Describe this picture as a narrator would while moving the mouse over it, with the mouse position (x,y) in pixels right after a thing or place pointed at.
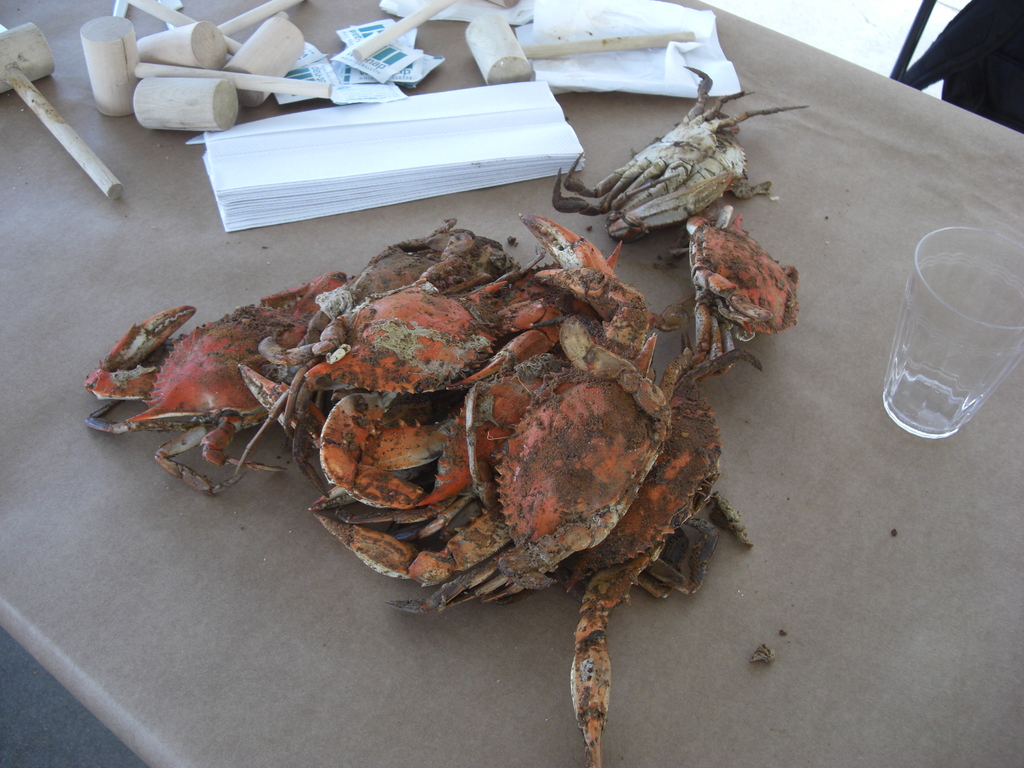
In this image there is a table (284,654) on which crabs (198,346), glass (900,321), papers (425,151) and few wooden objects (117,65) are placed. In the top right (955,77) there is a black color object (960,66).
